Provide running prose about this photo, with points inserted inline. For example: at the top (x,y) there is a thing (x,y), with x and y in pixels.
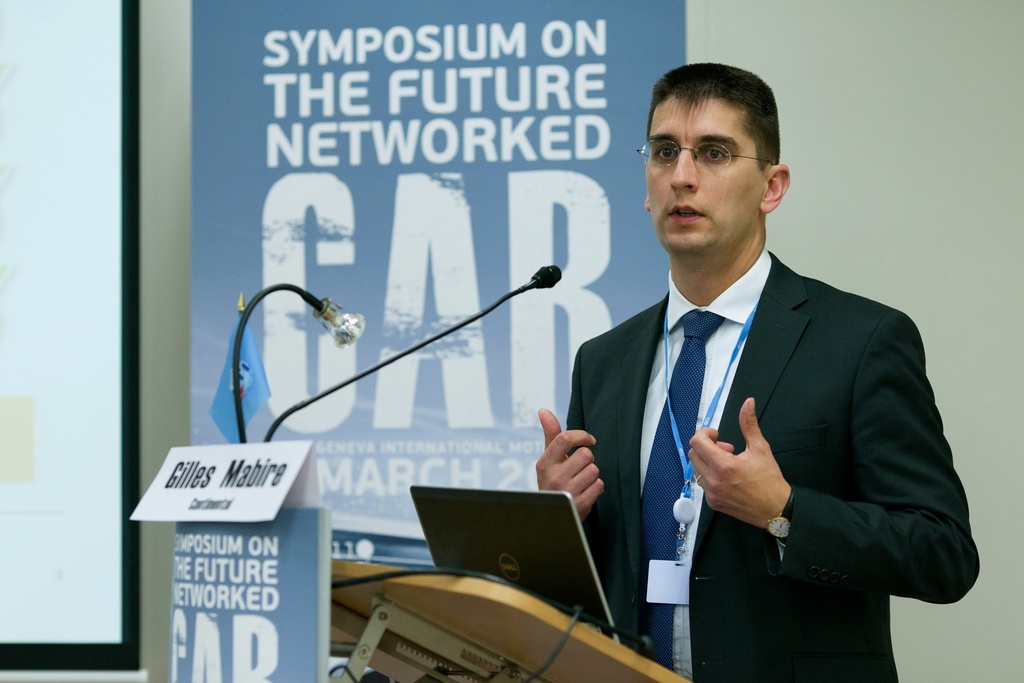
This is the man (797,546) standing. He wore a suit (753,367), shirt (719,371), tie (681,396), spectacles (725,153), wrist watch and a tag (671,583). This looks like a podium (484,610) with a laptop (473,531) and the mikes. This looks like a banner (514,170). I think this is a screen (33,382), which is attached to the wall (153,247).
